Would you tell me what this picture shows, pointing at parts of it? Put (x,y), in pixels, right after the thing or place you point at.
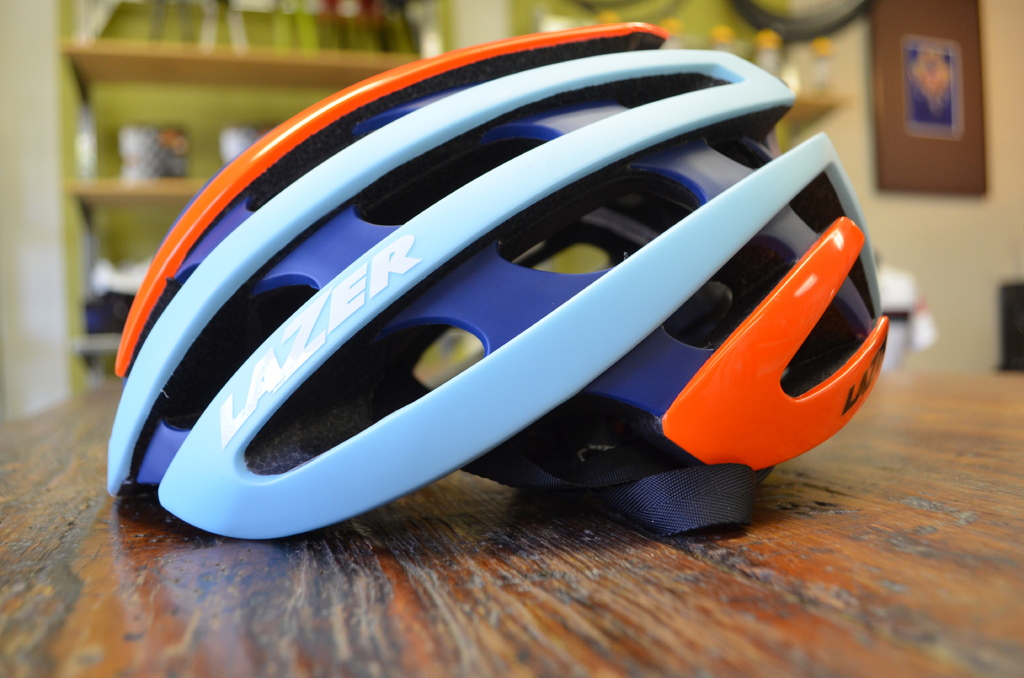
In the picture we can see a table (971,583) on it we can see a helmet (321,503) with a name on it LAZER and in the background (928,156) we can see a wall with some racks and some things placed in it and beside it we can see a photo frame (960,137) and painting (920,111) on it.
